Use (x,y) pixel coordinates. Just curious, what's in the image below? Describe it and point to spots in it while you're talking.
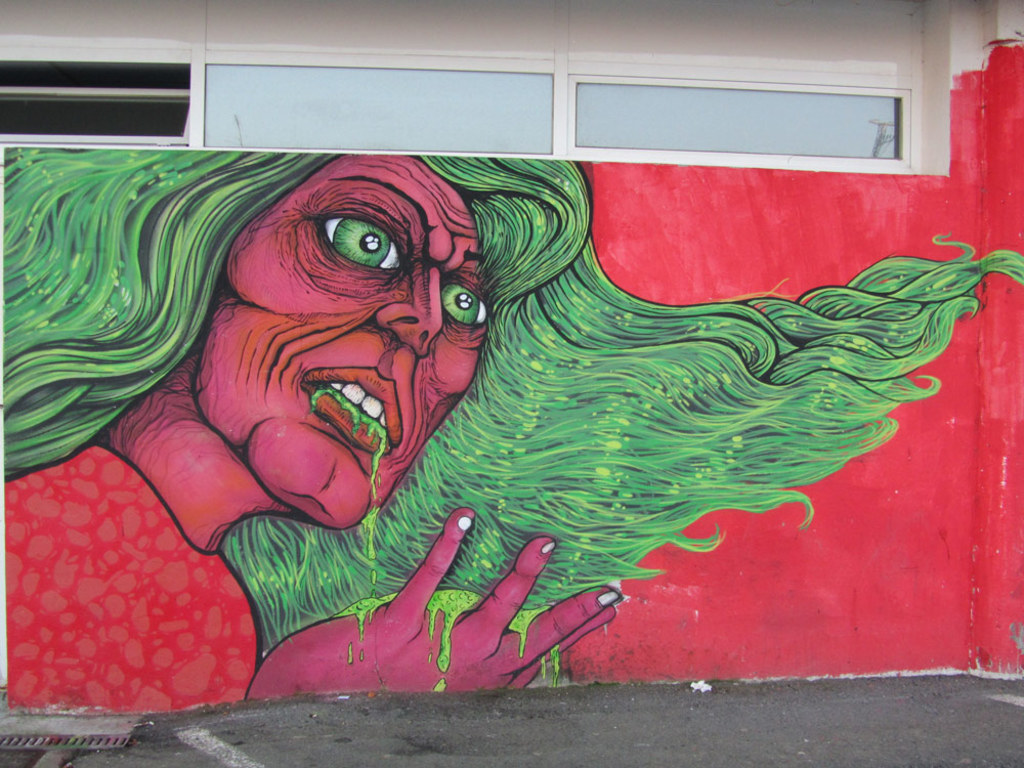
In this image we can see a wall (585,378) with a painting (489,523). At the top of the image (565,86) there are windows (670,102) and wall (474,41). At the bottom of the image (619,718) there is the floor (190,743) and an object (77,750).
